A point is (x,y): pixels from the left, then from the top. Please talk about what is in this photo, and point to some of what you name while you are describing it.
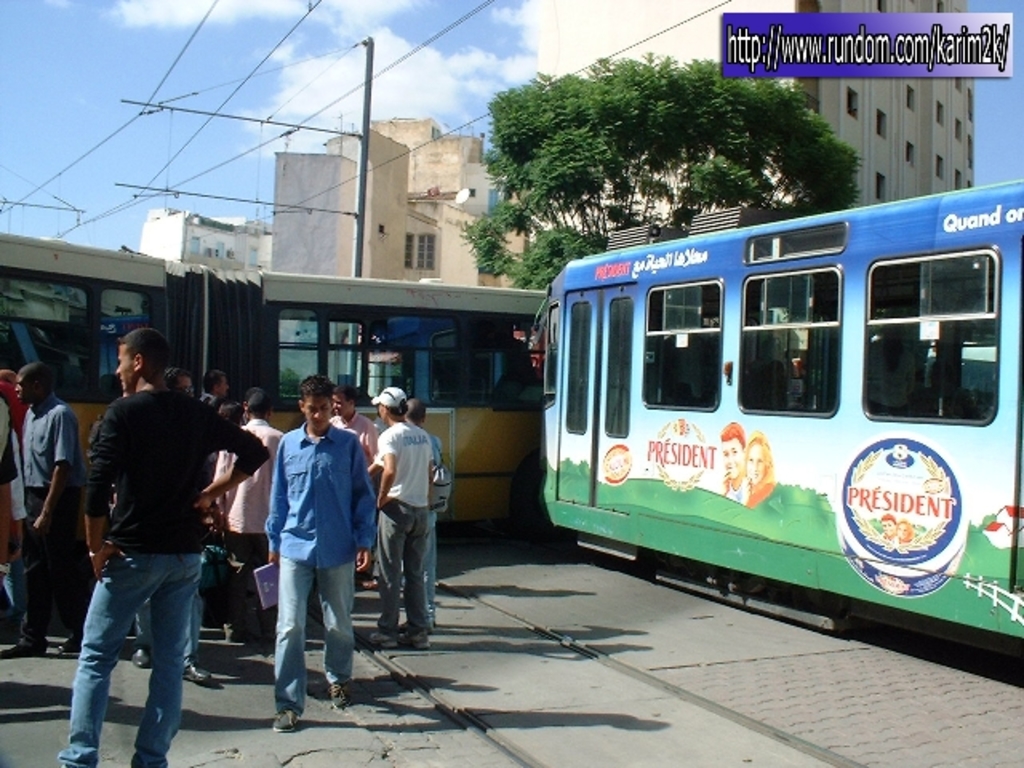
In this picture we can see a few people (312,386) standing on the ground (54,741). There are the shadows (540,717) of these people (416,618) and vehicles (796,316) are visible on the ground (472,629). We can see a few wires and a pole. There is a tree (490,255) and buildings (273,231) are visible in the background (545,265). We can see some text (796,32) in the top right (925,63). Sky (980,6) is blue in color and cloudy.
